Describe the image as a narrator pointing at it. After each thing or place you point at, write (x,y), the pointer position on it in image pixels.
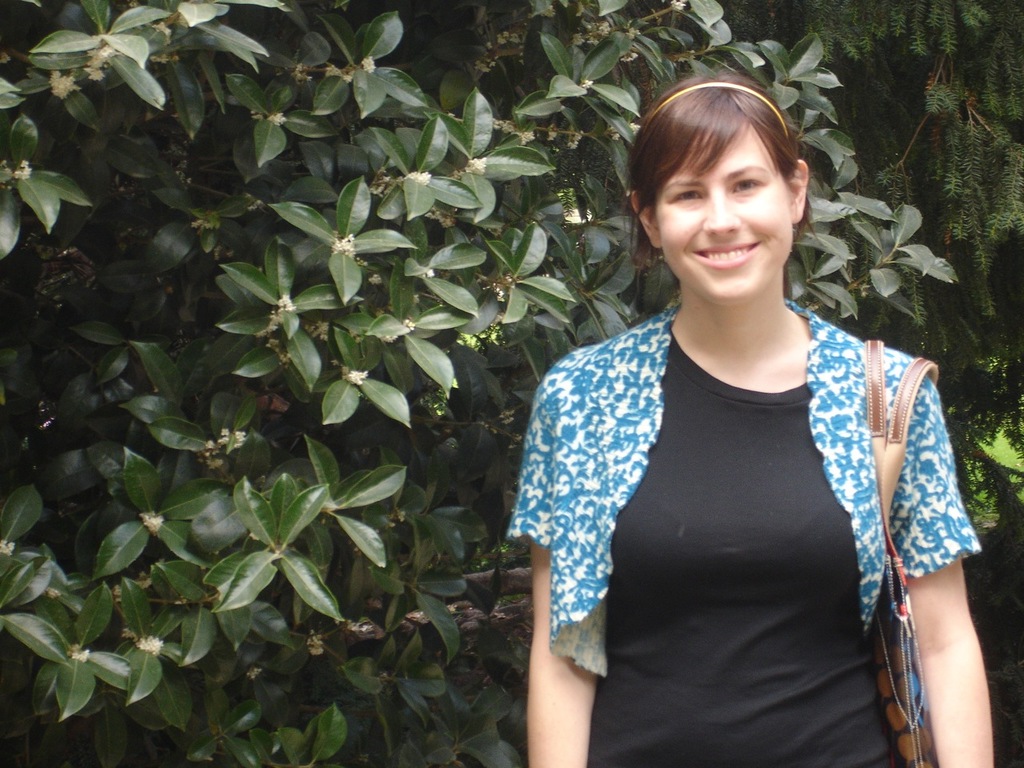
In this image on the right side (696,387) there is one woman (694,374) who is standing and smiling and she is wearing a bag (920,748), in the background (206,592) there are trees (586,245).
